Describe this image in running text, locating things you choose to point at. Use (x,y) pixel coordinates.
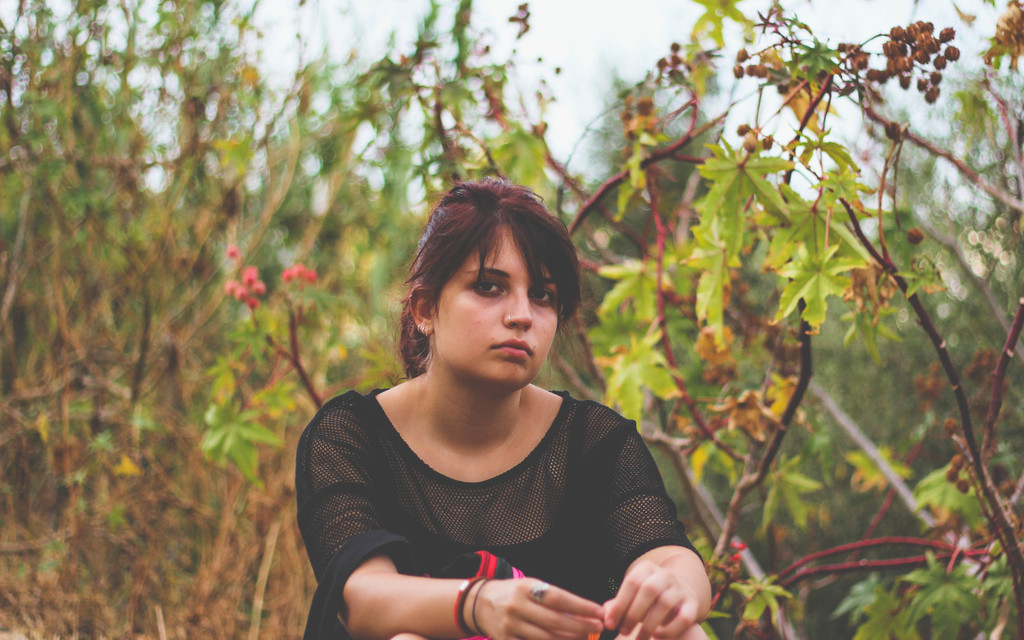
In the foreground of the picture (543,304) I can see a woman (584,408) wearing a black color top (564,458). In the background (697,334), I can see the plants (373,237).
